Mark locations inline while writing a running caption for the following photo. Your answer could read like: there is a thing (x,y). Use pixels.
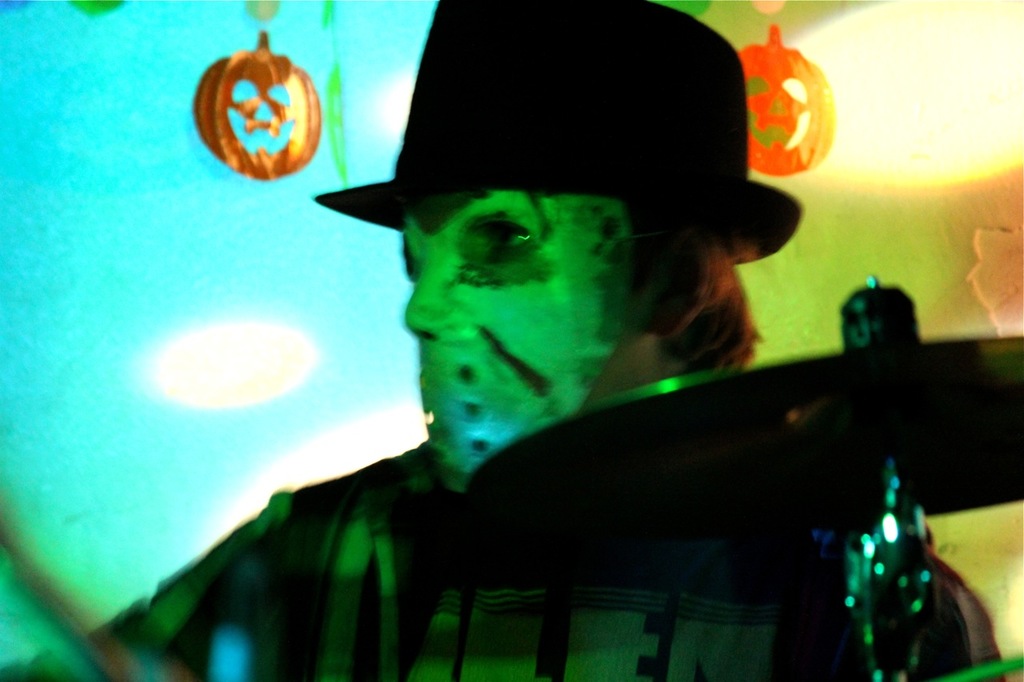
In this image we can see a person (573,405) wearing a mask (541,316). In the background (397,121) we can see wall (193,168) and halloween decors (767,106).
